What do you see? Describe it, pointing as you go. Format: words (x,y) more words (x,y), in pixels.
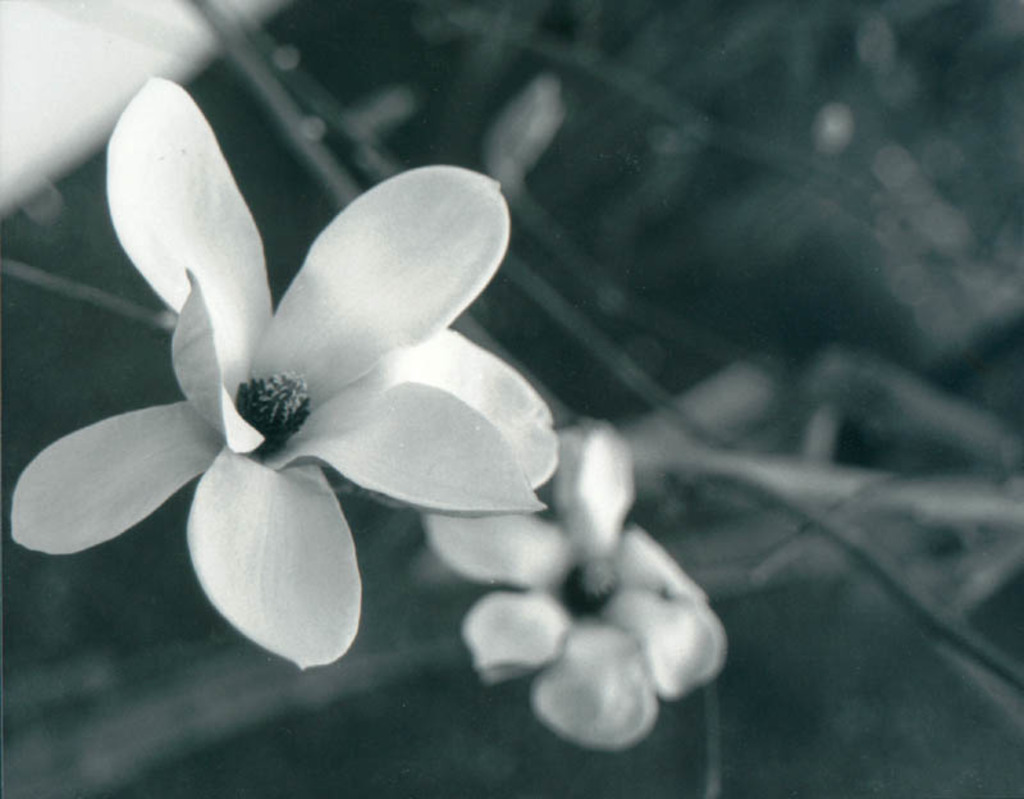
In this image we can see some flowers (387,391) which are white in color.
